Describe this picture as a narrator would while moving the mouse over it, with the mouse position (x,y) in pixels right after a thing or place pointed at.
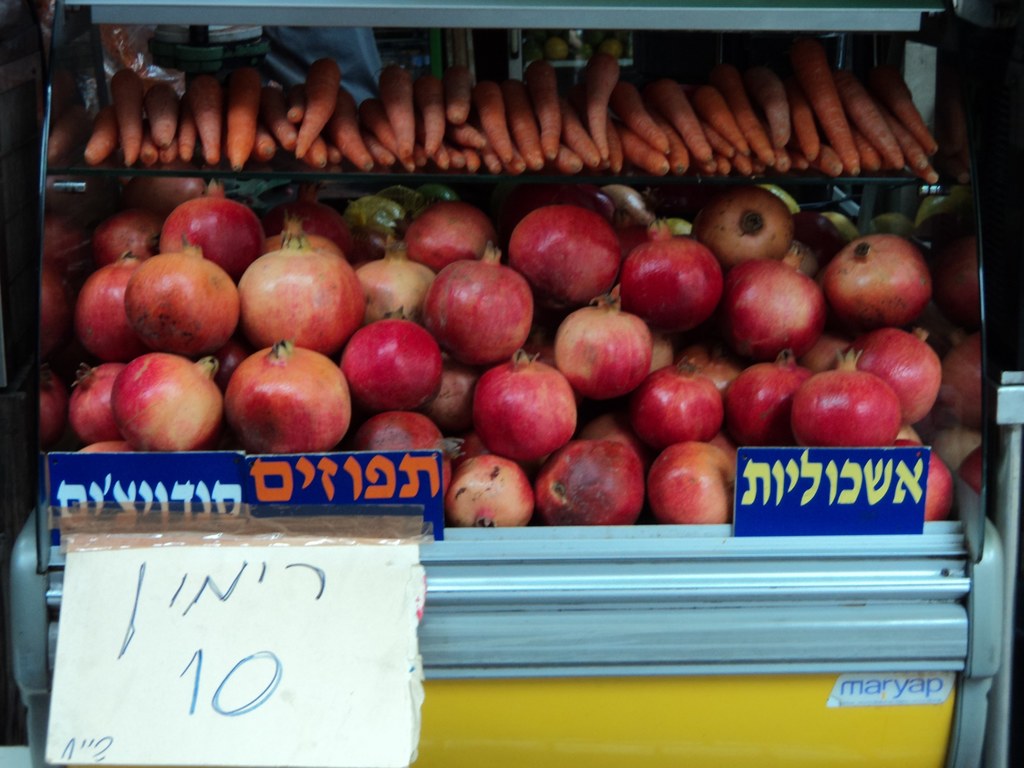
In the foreground of this image (690,567), there is a glass object (572,571) and few boards (362,550) and tags (911,491) to it. Inside the glass (636,368), there are pomegranates (485,338) and the carrots (643,138).
